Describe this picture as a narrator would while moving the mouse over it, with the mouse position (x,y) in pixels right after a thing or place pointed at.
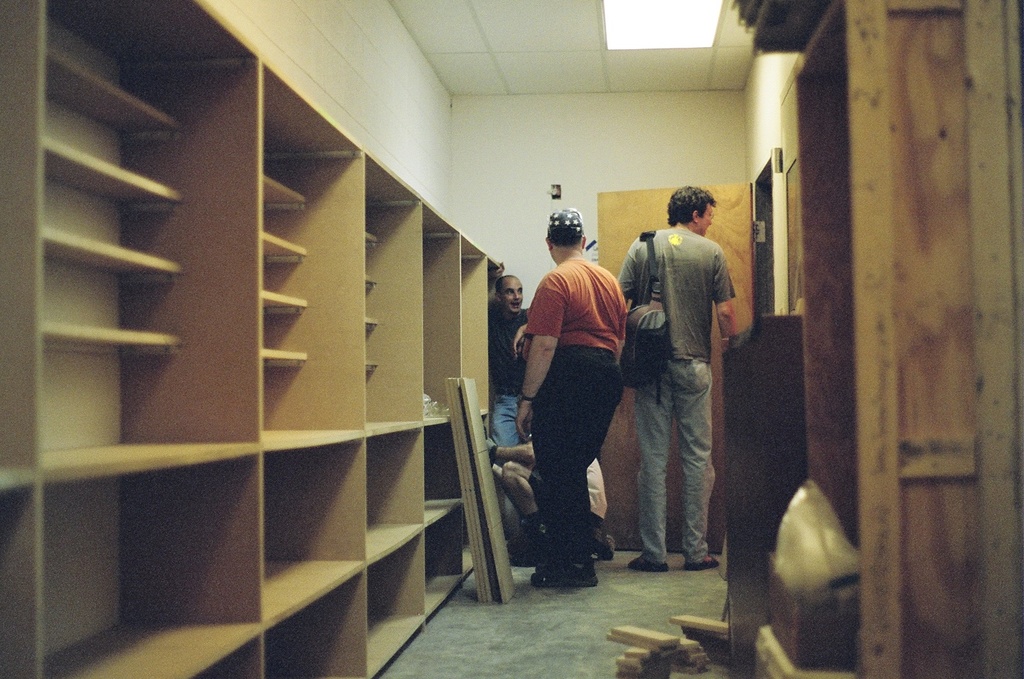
In this image we can see there are a few people (583,375) standing, one of them is sitting and the other person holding bag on his shoulder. On the right (840,500) and left side of the image (275,468) there are some cupboard (445,425). There are some wooden bricks (634,634) on the floor (637,618). In the background (536,177) there is a wall (510,171) and a door (676,469). At the top (487,20) there is a ceiling (570,50).
